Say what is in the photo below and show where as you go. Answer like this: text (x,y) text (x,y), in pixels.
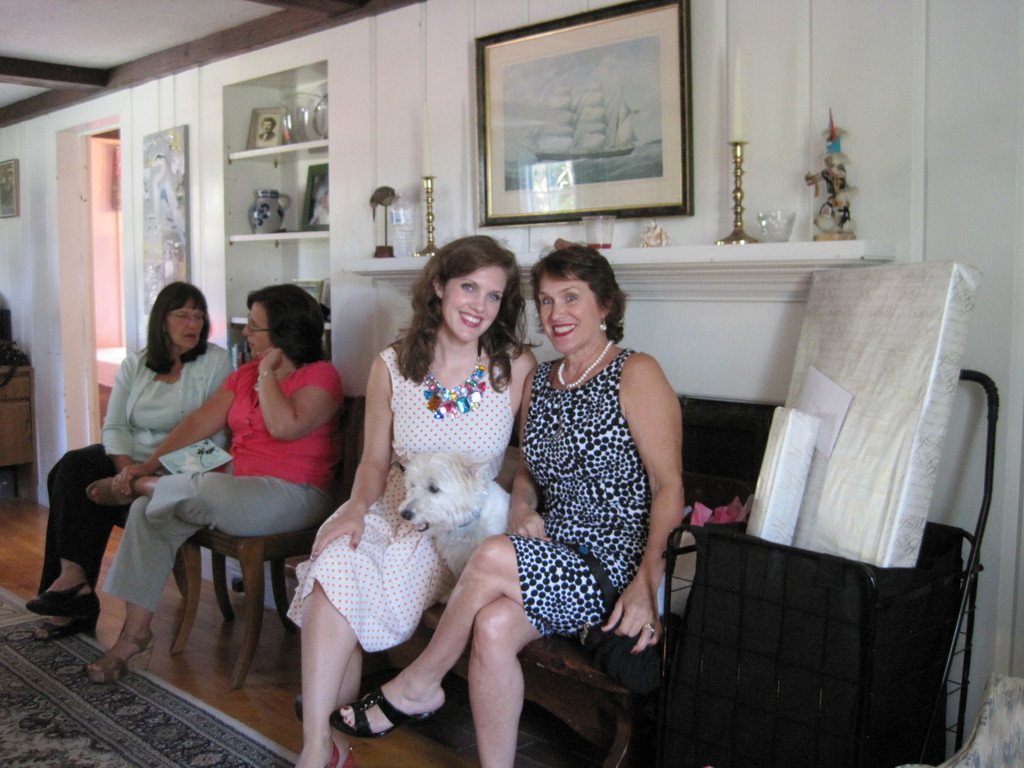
This picture describes about four women (209,410), two women (97,452) are seated on the chair (255,579), two women (397,553) are seated on the sofa (438,606), and we can find a dog (453,458) in between them, in the background (551,175) we can see wall painting (656,111), candle (738,130), glasses (769,230) and some other objects (254,212) on the shelves (288,88).
